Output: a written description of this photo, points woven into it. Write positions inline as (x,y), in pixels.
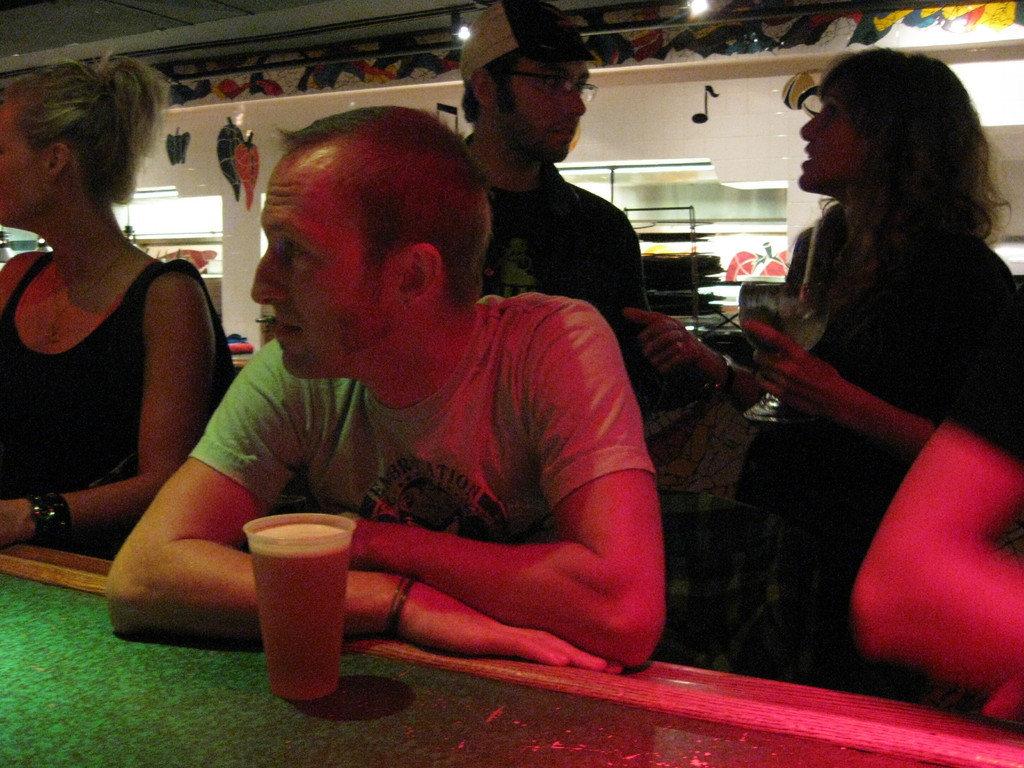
3 people (118,451) are sitting. the person (502,515) at the center (479,495) is wearing a grey t shirt (431,497), there is a glass (328,568) in front of him. behind him 2 people (983,286) are standing and talking to each other.
